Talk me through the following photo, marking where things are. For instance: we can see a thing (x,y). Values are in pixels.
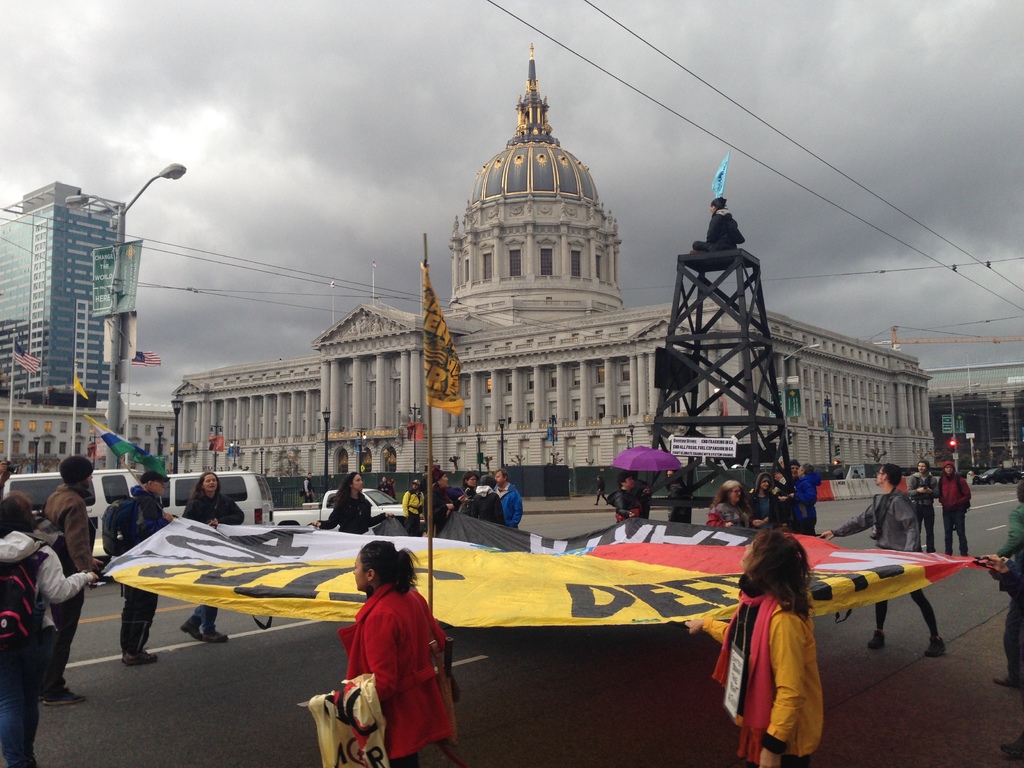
In this image I can see group of people (98,567) standing and they are holding the banner (602,605) and I can see few flags (552,436), light poles (552,436), buildings (463,378) and the sky (260,41) is in white and gray color.
